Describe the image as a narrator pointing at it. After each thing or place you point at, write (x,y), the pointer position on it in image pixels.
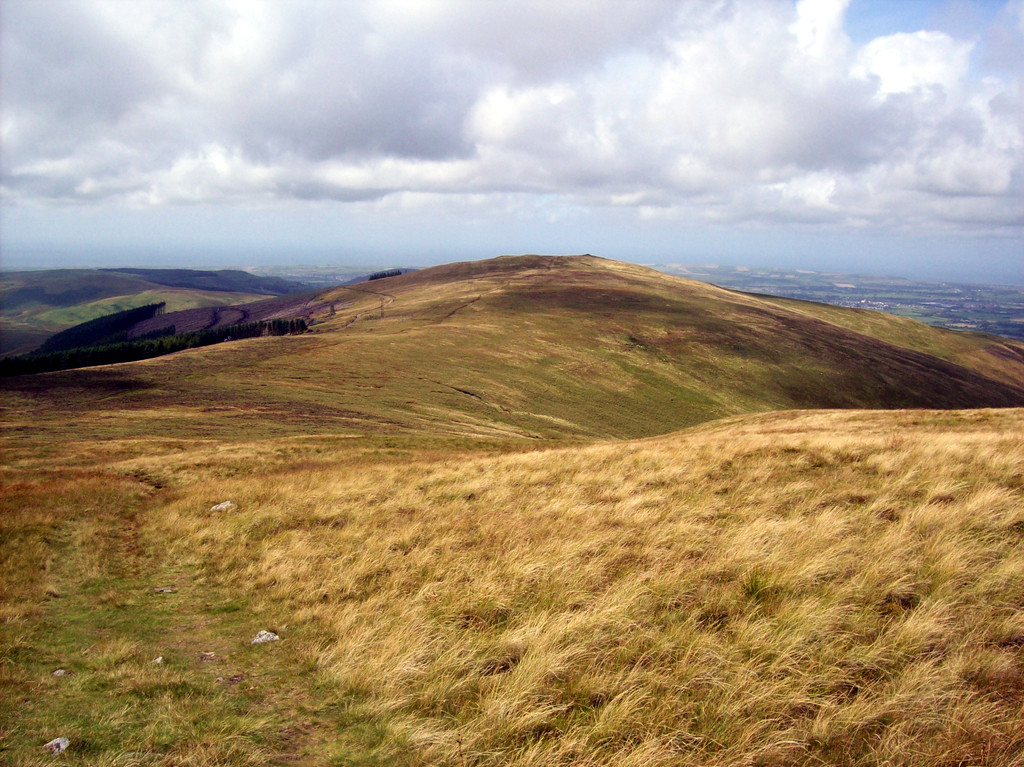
This is an outside view. At the bottom of the image (372,709) I can see the grass (593,700) on the ground (567,700). There are some hills (78,289). At the top of the image (394,103) I can see the sky (749,67) and clouds (309,116).
